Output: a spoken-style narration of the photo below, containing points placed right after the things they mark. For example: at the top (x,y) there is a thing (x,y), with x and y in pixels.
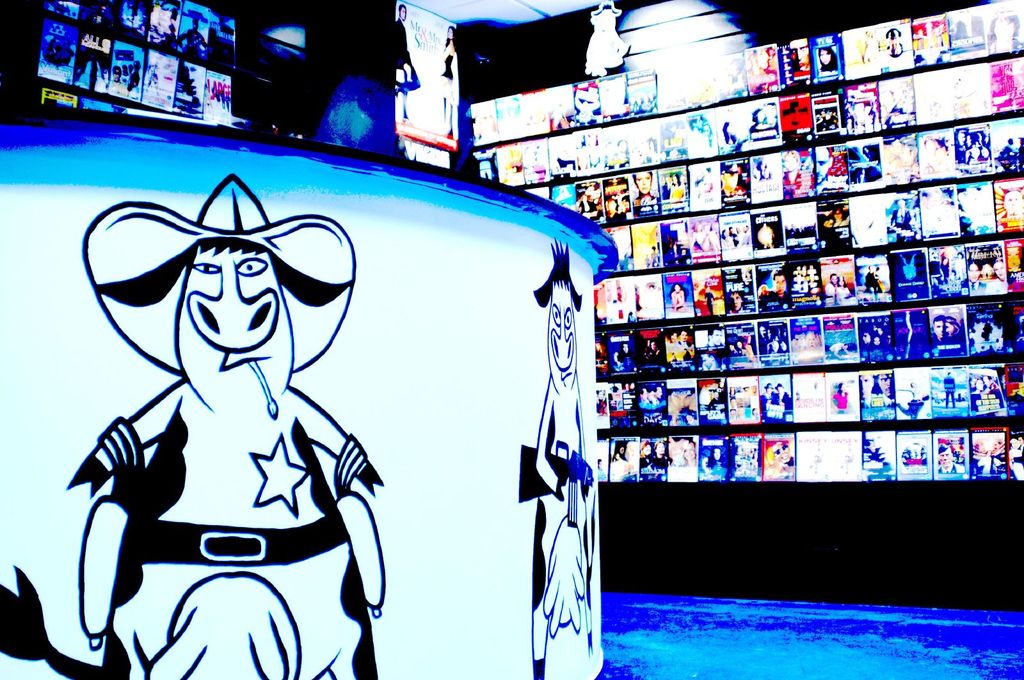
On the left side of the image (156,199) there is a table (451,535) and we can see paintings (213,611) on the table (491,493). In the background (718,189) there are posters (686,99) placed on the wall (834,507) and we can see a light (683,35).
